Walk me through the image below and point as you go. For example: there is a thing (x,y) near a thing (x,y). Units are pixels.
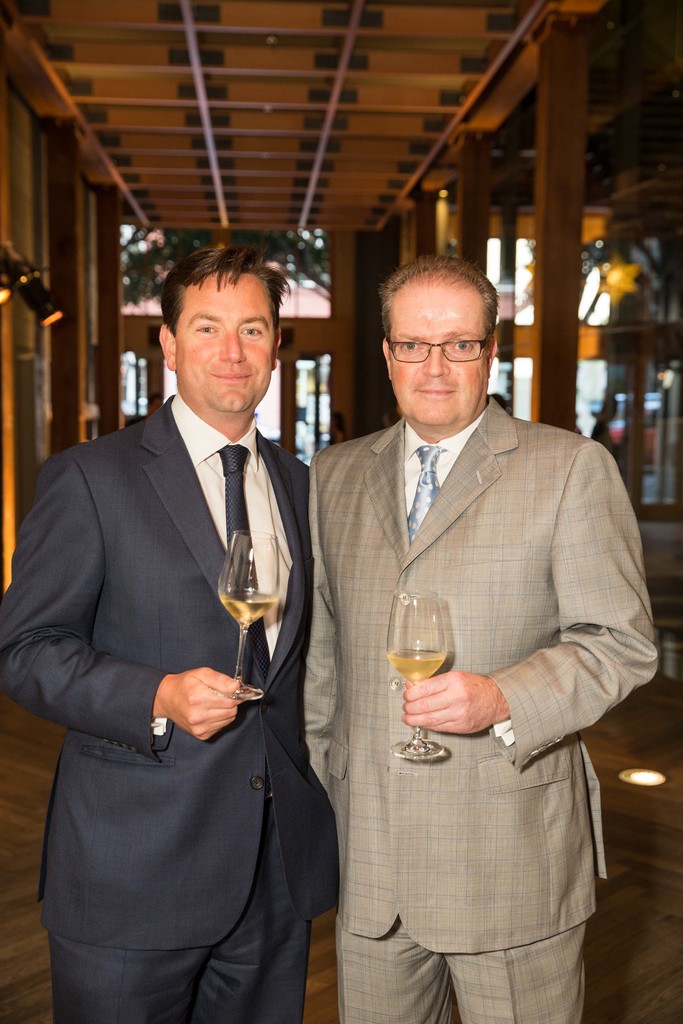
In this picture these two persons (368,738) standing and holding glass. On the background (288,272) we can see trees (297,249). This is floor (629,879).
